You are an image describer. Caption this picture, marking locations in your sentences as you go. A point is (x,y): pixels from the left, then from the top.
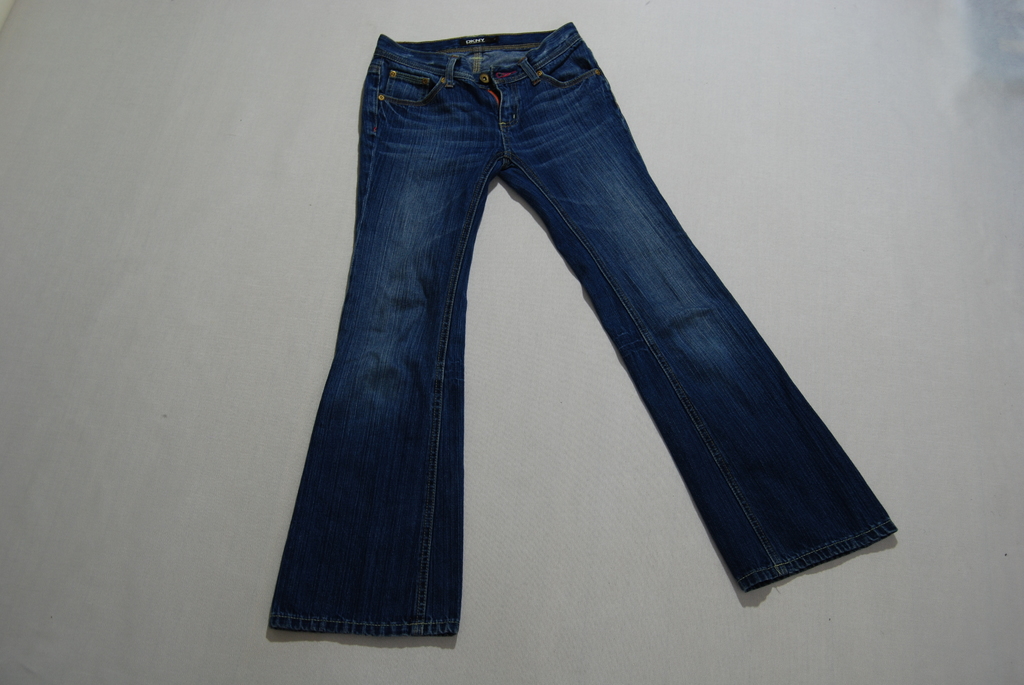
In this image we can see the jean (628,319) on the plain surface (525,395).
